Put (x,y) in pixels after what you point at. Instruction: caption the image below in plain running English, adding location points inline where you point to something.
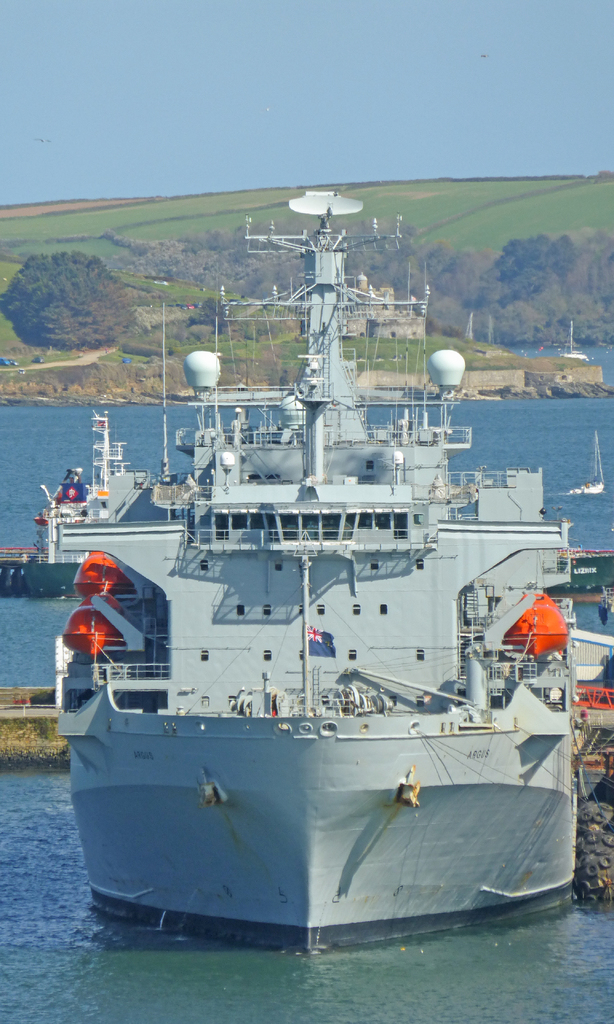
In this image we can see ship (429,450), trees (12,283), water (7,472) and sky (332,122).
